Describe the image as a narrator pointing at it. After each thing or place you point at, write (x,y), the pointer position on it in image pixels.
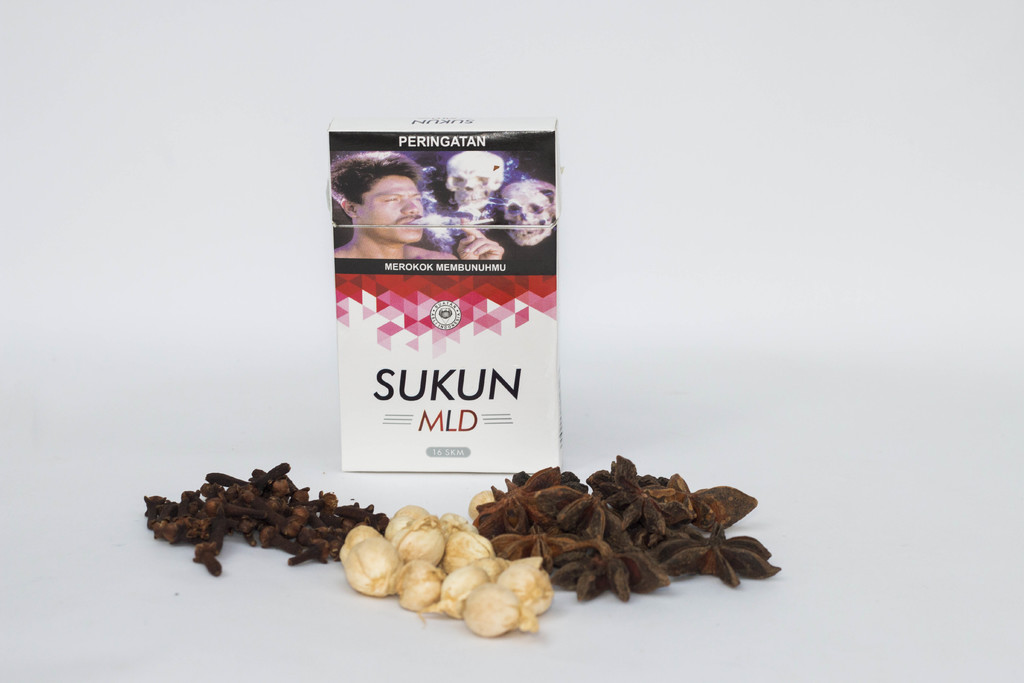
At the bottom of the picture (493,547), we see three different kinds of spices (515,567). In the middle of the picture (399,325), we see a white box (465,317) on which "SUKUN" is written. In the background (600,253), it is white in color.
